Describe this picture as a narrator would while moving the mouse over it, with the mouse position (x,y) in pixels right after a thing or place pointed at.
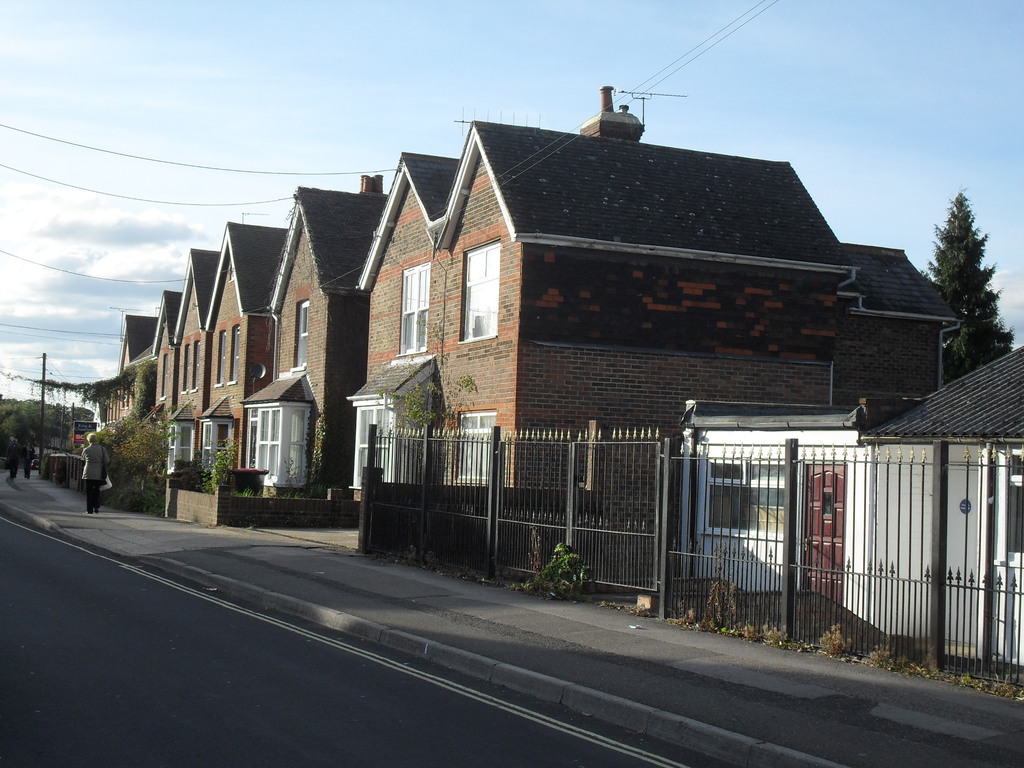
Here in this picture we can see houses (525,299) present over a place (178,462) and we can also see its windows (475,325) and we can see gates (700,492) and fencing (696,510) present in the front (774,598) and we can also see plants (117,444) and trees (34,415) on the ground (71,495) and we can see people (83,473) standing and walking on the road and we can see clouds (127,299) in the sky (306,167).
